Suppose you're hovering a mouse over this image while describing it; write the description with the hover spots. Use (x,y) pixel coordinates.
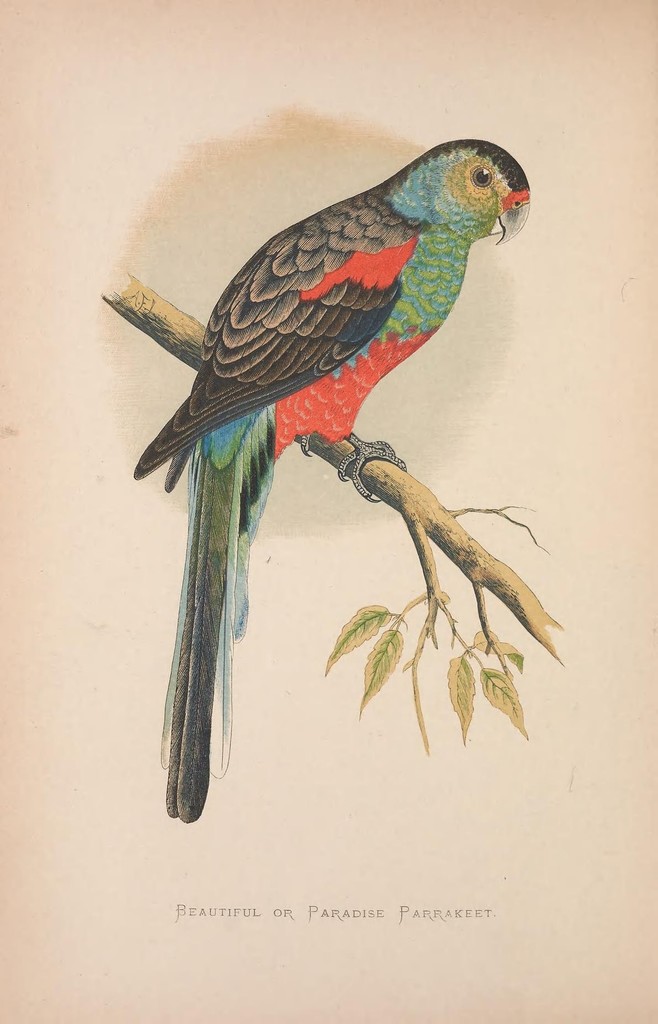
In this picture I can see a printed image of a bird (361,447) on the tree branch (397,470) and I can see text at the bottom of the image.
